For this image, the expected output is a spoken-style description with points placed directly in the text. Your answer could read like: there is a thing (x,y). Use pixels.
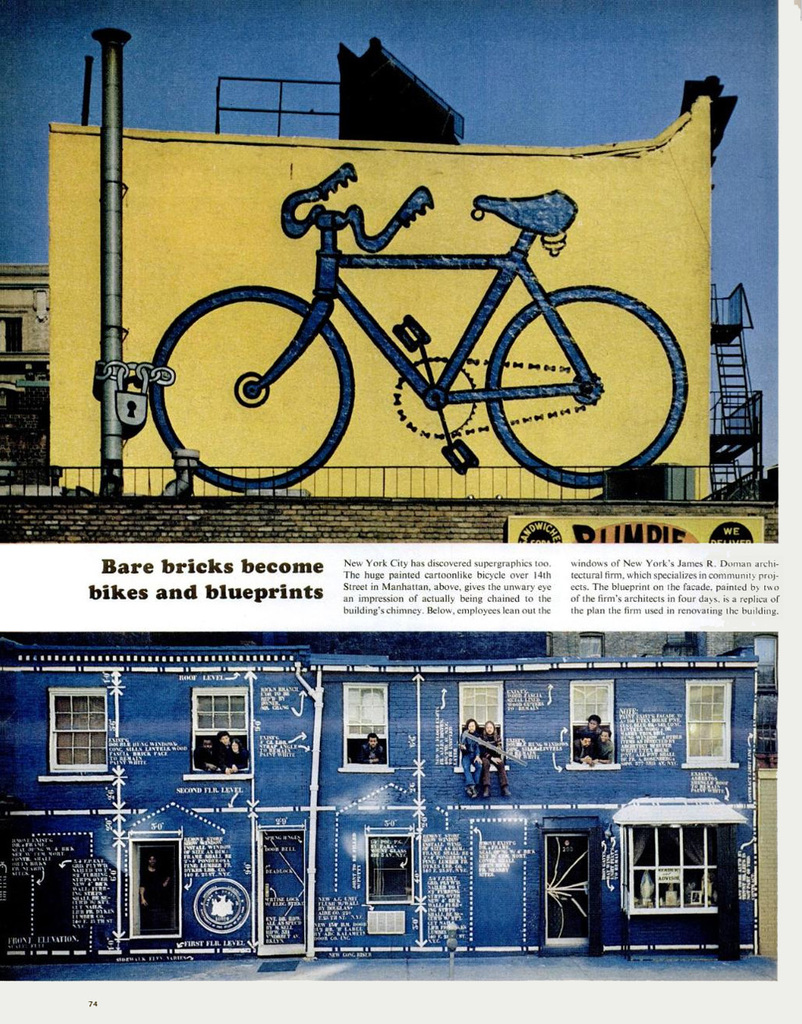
In this picture we can see a poster (160,878), on this poster (283,978) we can see people (480,752), image of a bicycle (241,333), pole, buildings (243,335) and text (494,575).
